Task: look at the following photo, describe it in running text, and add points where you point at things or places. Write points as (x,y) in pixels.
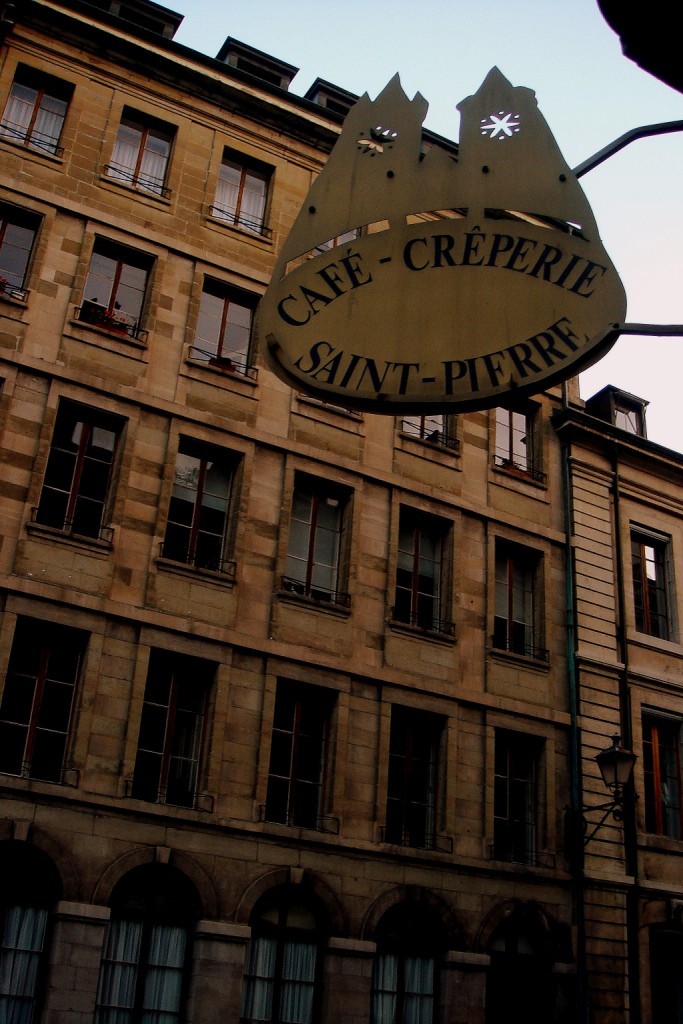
In this picture we can see a building (479,656), windows (178,690) and we can see sky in the background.
